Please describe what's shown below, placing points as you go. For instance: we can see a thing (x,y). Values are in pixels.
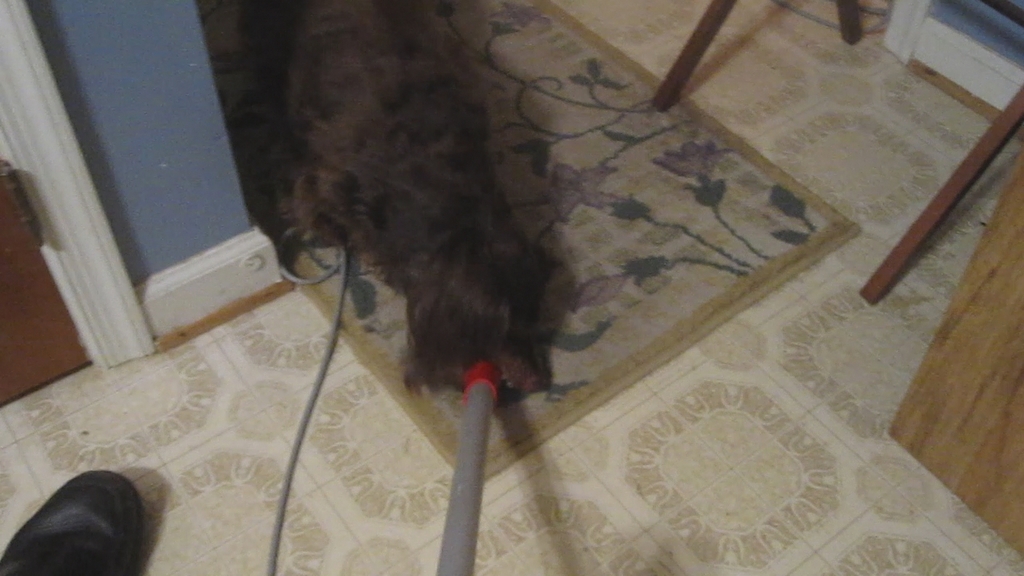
In this image in the front (467,508) there is a stick (471,490) and there is a wire (307,417) which is grey in colour. On the left side (105,518) there is an object (75,542) which is black in colour. In the center (596,234) there is mat (612,273) on the floor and on the mat (697,280) there is an animal (435,205) and on the right side (705,38) there are objects (711,6) which are brown in colour and there is wall (964,27) and there is a table (1005,415). On the left side (100,248) there is a door (35,283) and there is a wall (158,184).
